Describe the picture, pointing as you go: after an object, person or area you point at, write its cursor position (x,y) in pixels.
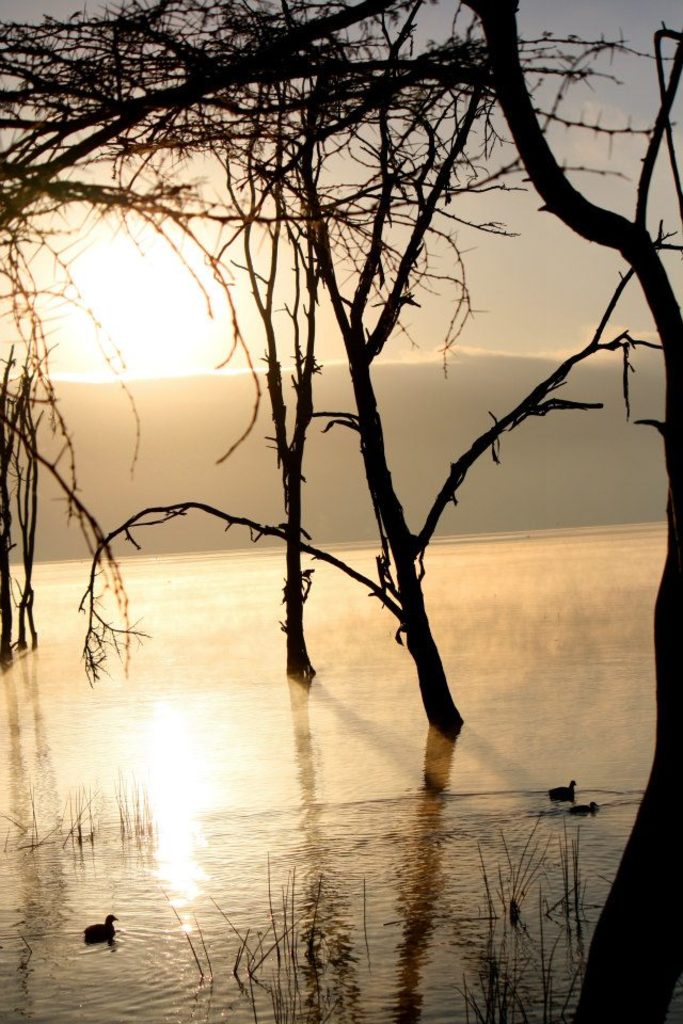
In this picture I can see there is a river (159,926) and there are few ducks (590,804) swimming in the water (362,861) and there are trees (431,679) and there is a mountain (347,375) in the backdrop (150,404) and the sky (284,360) is clear and sunny.
